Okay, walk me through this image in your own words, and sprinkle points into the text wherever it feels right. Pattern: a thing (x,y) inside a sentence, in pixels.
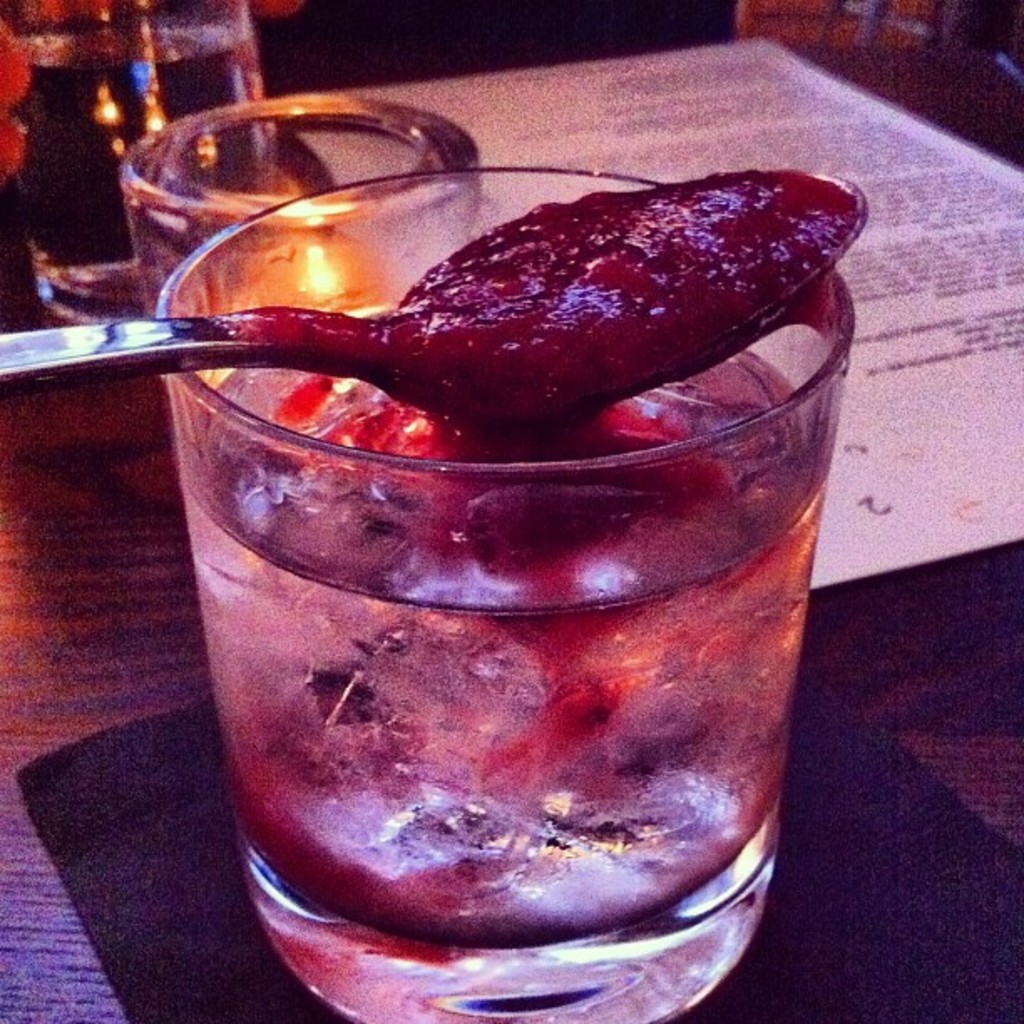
In this picture we can see glasses (141,164) with water (776,628) in it, mat (202,895), paper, spoon (221,357) with food (533,272) and some objects (197,239) and these all are placed on a surface (57,718) and in the background (387,50) it is dark.
